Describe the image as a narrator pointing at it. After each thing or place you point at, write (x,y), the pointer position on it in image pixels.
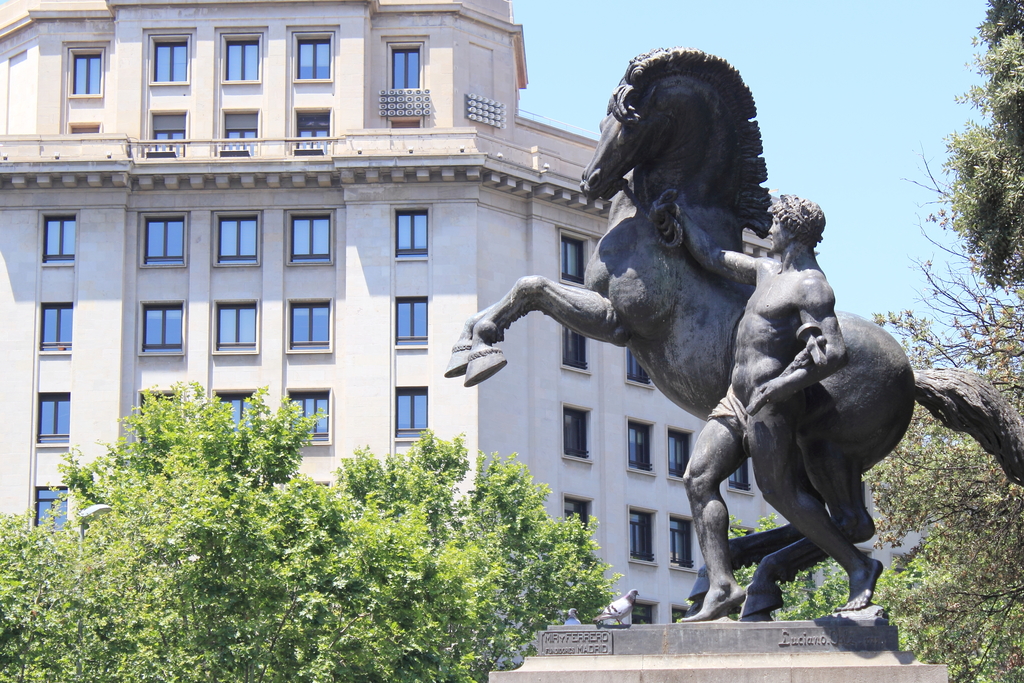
In this image I see a statue (985,388) of a person (693,224) and a horse (816,406). In the background (953,528) I see the building (224,5), trees (21,584) and the sky (918,65).
